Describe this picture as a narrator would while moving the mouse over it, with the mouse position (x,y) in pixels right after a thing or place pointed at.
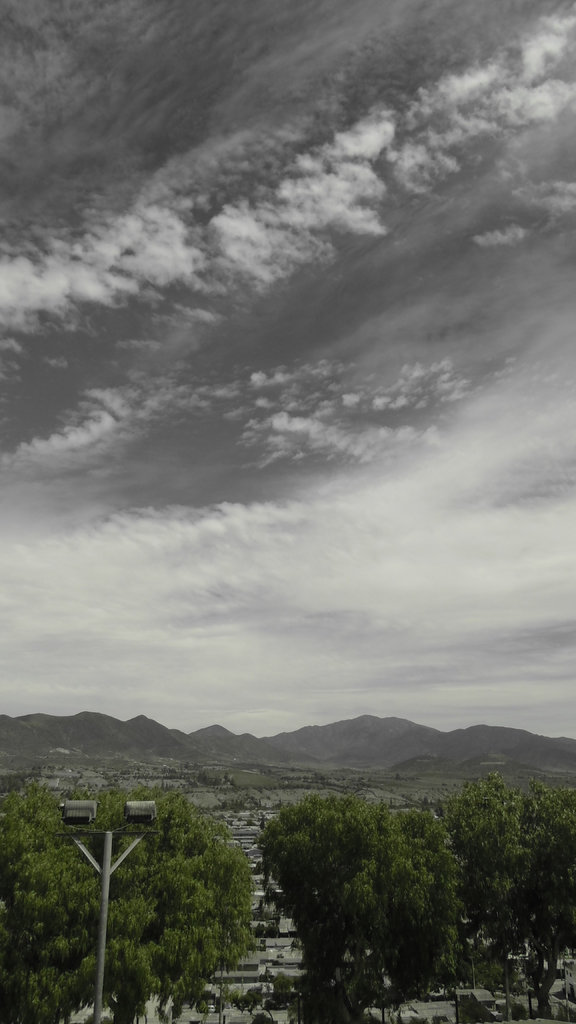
In this picture I can see lights (150,818), pole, there are trees (405,839), mountains (9,743), and in the background (254,466) there is sky (253,258).
